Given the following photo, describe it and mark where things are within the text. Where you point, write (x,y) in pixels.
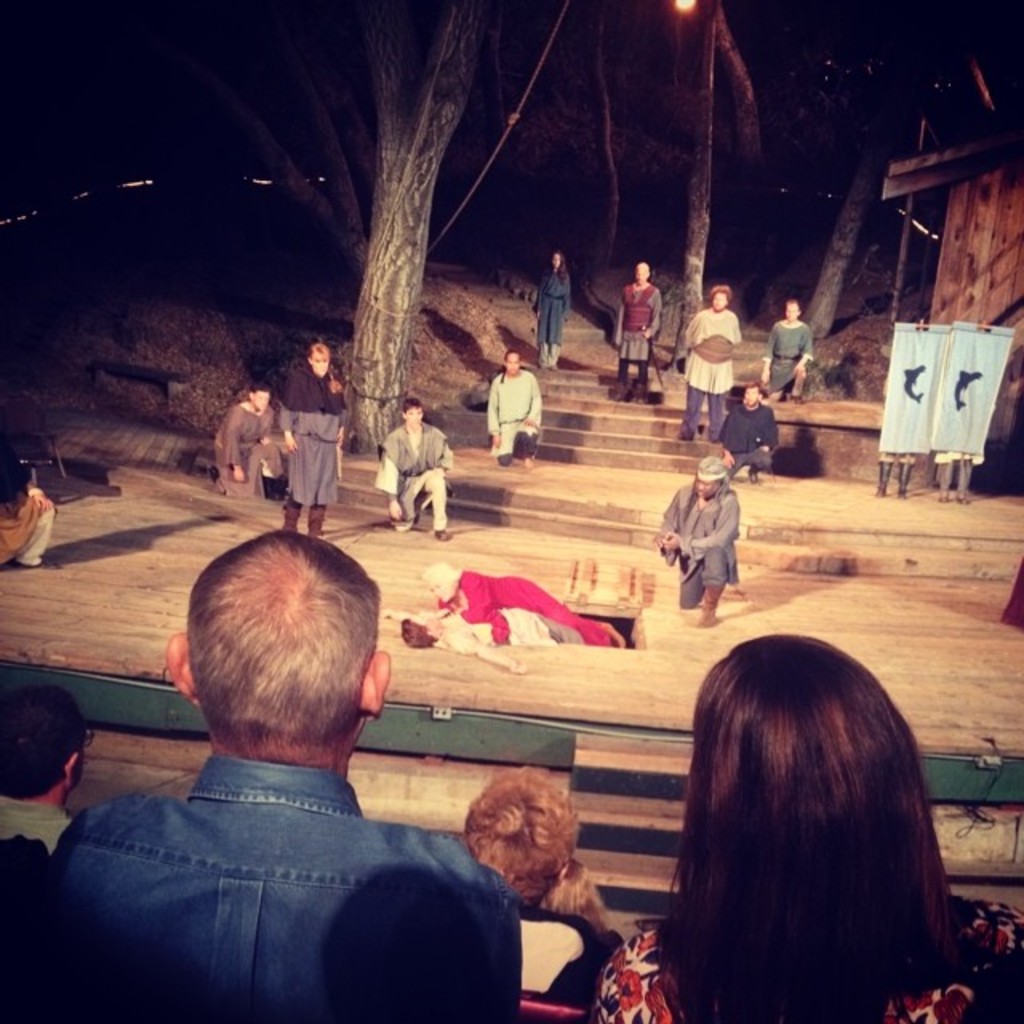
In this image, I can see few people (338,419) standing and few people (765,374) sitting in squat position. These look like the banners (991,392). I can see the trees (411,284). These are the stairs (742,518). This looks like a roleplay. I can see two people (535,618) laying on the floor (395,582). At the bottom of the image (245,782), I can see few people (519,820) sitting.
